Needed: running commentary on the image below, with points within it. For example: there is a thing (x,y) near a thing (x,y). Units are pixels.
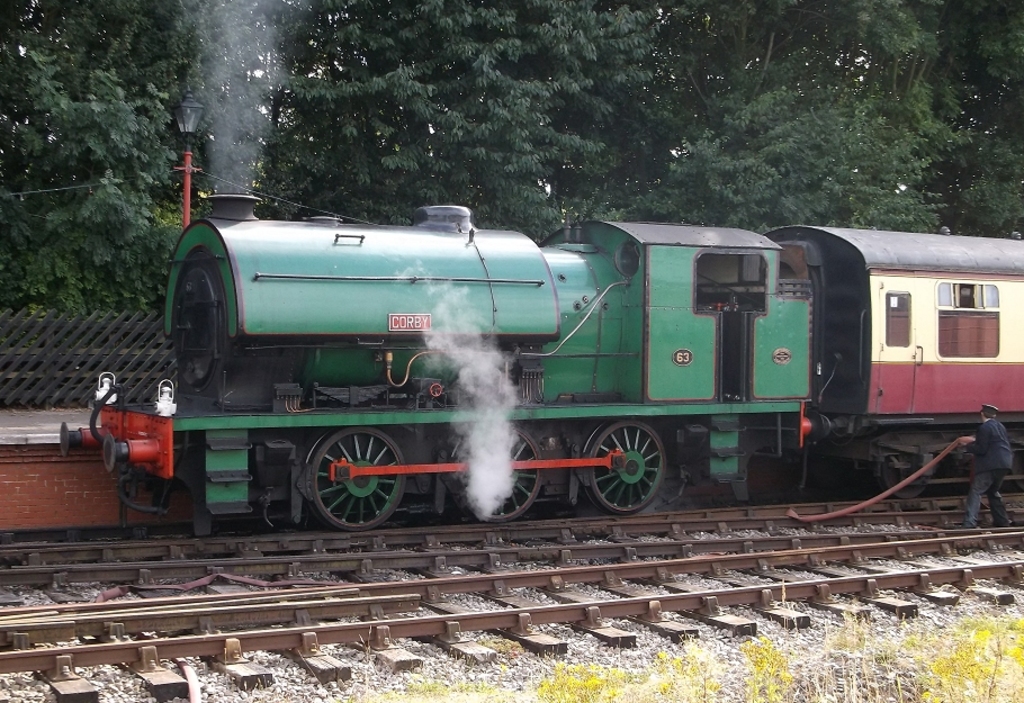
In the center of the image (494,316) we can see train (388,326), smoke (477,447), lamp (193,110), pole (192,166), wires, railway tracks (412,533), platform (96,449) are there. On the right side of the image (969,447) a person (989,457) is standing and holding a pipe (942,453). On the right side of the image (792,531) we can see some stones (606,669), plants (602,696) are there. At the top of the image (562,82) trees (637,87) are there.
